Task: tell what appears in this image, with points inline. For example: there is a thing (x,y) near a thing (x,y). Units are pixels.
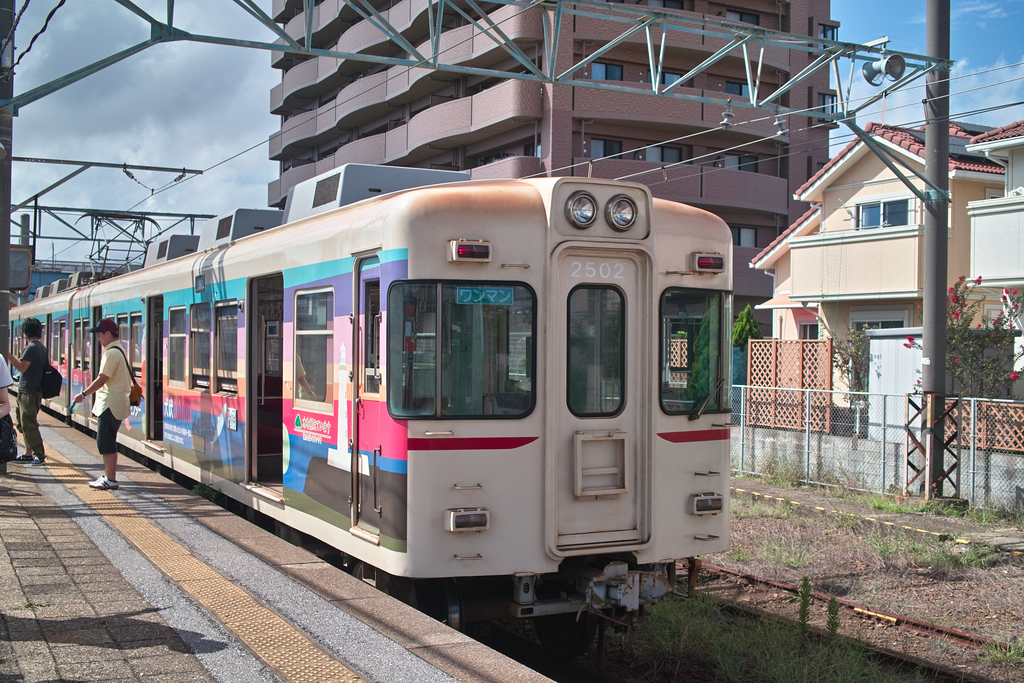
In this image I can see the train (517,453) on the track (505,625). The train (341,478) is in white and red color and I can see group of people (101,371) standing. In front (107,442) the person (119,363) is wearing yellow and black color dress (122,375), background (398,146) I can see few poles (603,87), buildings (502,109) in brown and cream color and the sky (212,97) is in white and blue color.
